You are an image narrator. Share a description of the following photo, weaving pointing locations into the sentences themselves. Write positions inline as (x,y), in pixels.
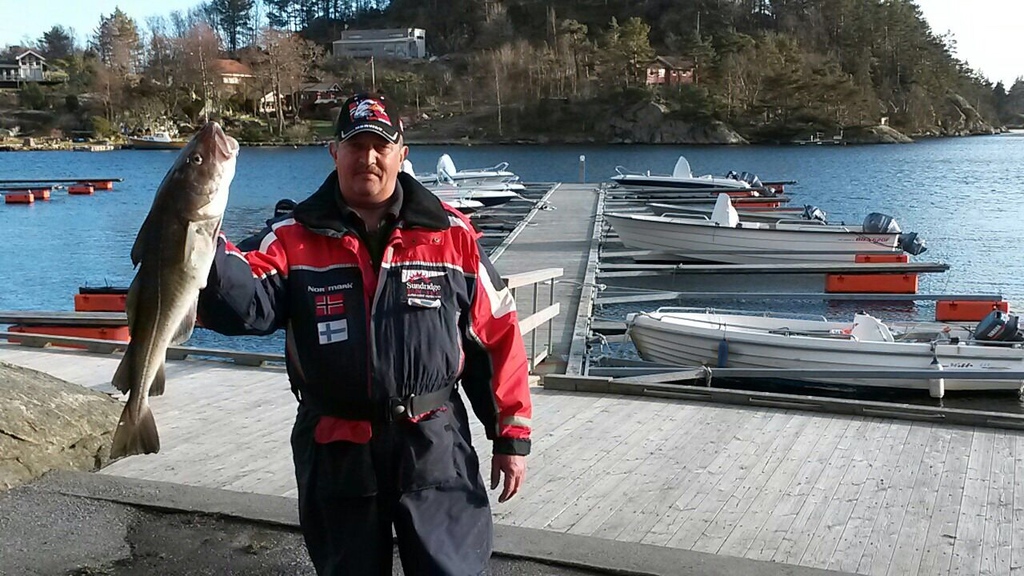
In this image in the front (305,294) there is a person (393,376) standing and holding a fish (166,258) in his hand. In the background (272,97) there are boats (741,249) on the water (782,305) and there are houses (221,72), trees (762,64) and there are wooden poles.
